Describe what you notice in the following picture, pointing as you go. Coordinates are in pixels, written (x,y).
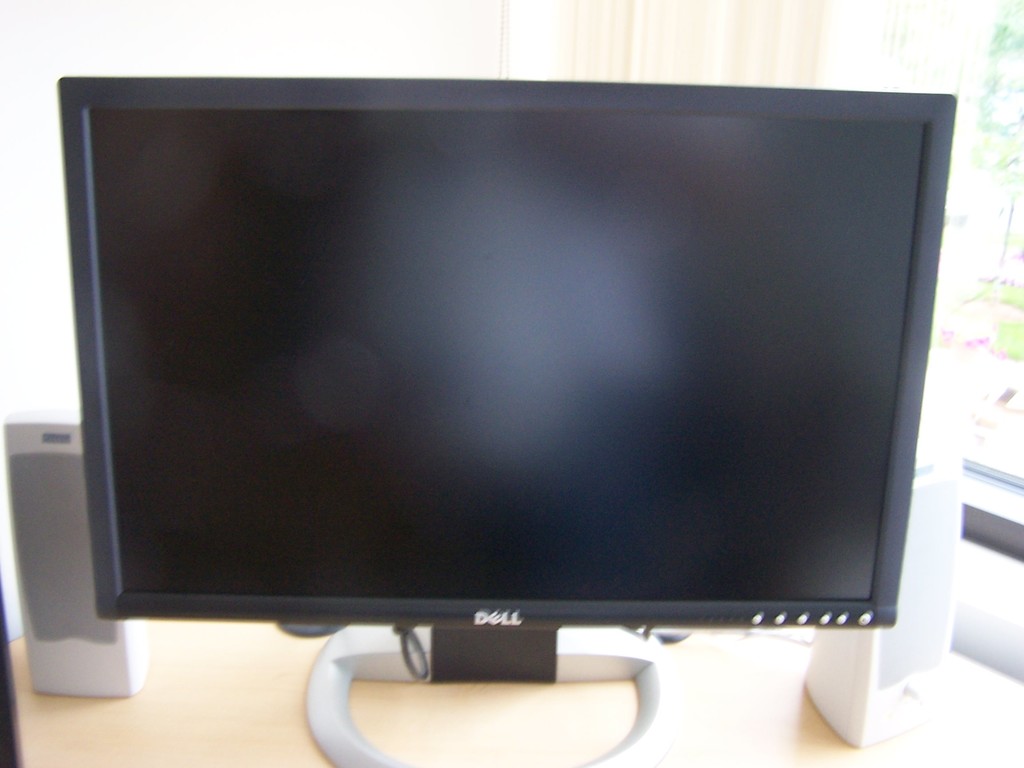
There is a desktop (190,463) and beside the desktop (161,510) there are two speakers (100,634) kept on a table (55,752), in the background (991,461) there is a window (991,461) and in front of the window (1002,79) there is a curtain (668,57).
